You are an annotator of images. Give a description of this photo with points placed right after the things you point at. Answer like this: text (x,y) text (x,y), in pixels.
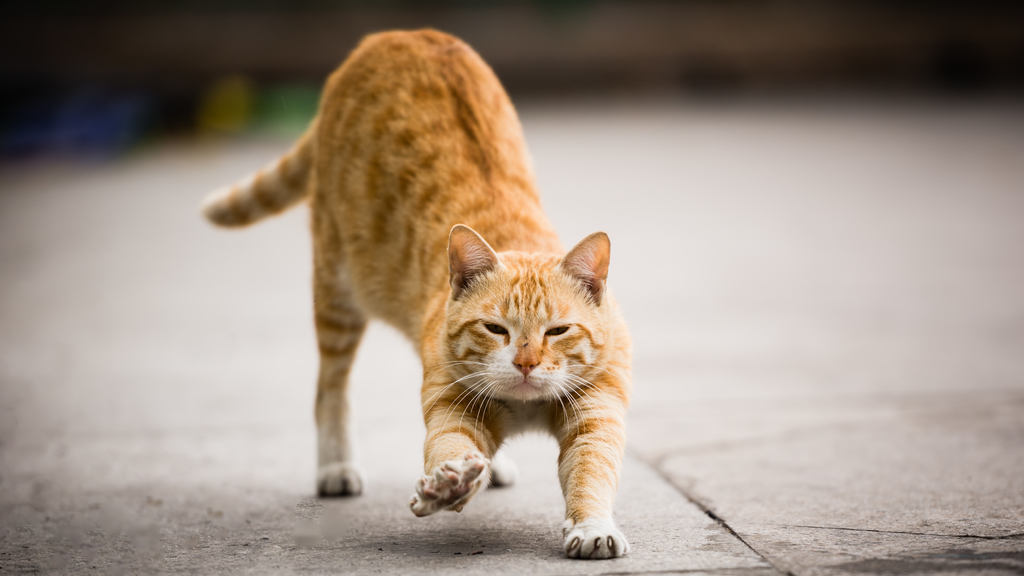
In this image I can see there is a cat (585,397) stretching its legs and the backdrop of the image (95,232) is blurred.
